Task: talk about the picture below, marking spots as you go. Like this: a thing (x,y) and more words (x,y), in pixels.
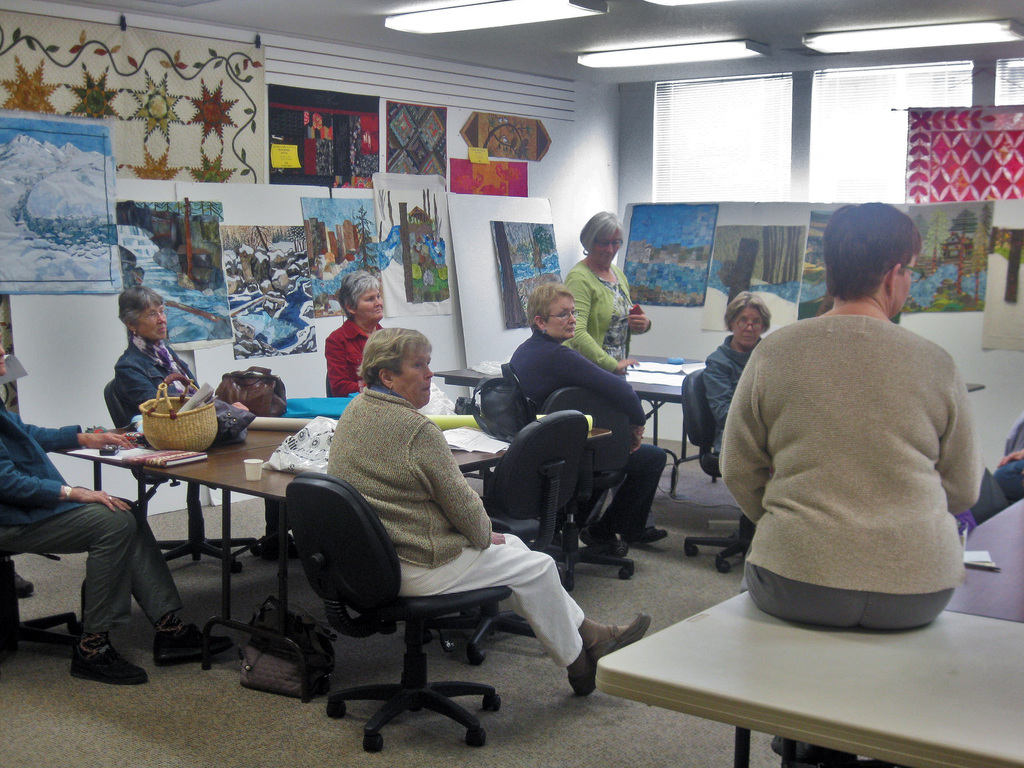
In the middle of the image (663,360) there are some chairs (562,510) and tables (125,465) and there are some persons (107,492) are sitting on chairs (622,471). Top left side of the image (202,107) there is a wall (407,58), On the wall (598,166) there are some posters (426,116). At the top of the image (1019,3) there is roof (941,5) and lights (965,41).
